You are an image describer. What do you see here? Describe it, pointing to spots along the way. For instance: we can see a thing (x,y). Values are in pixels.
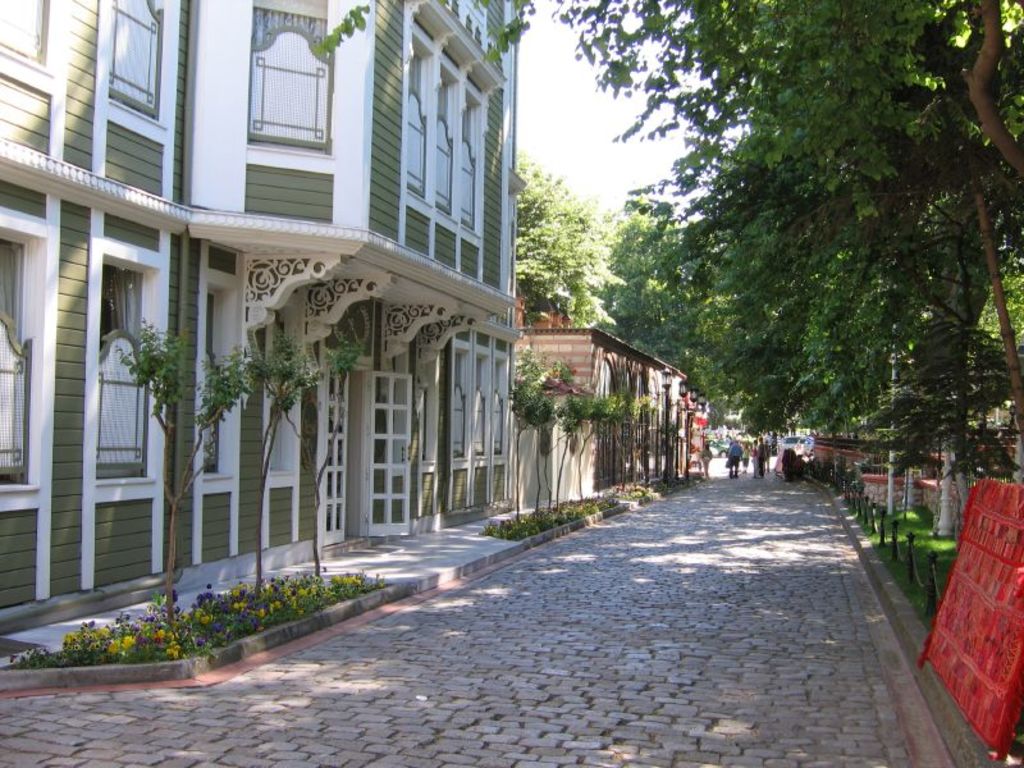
In the foreground (432,517) I can see flowering plants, grass (892,509), trees (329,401), buildings (353,193), some object (950,601) and fence (929,598). In the background (800,473) I can see a crowd (753,462) on the road (737,509) and the sky (670,170). This image is taken may be during a day.
